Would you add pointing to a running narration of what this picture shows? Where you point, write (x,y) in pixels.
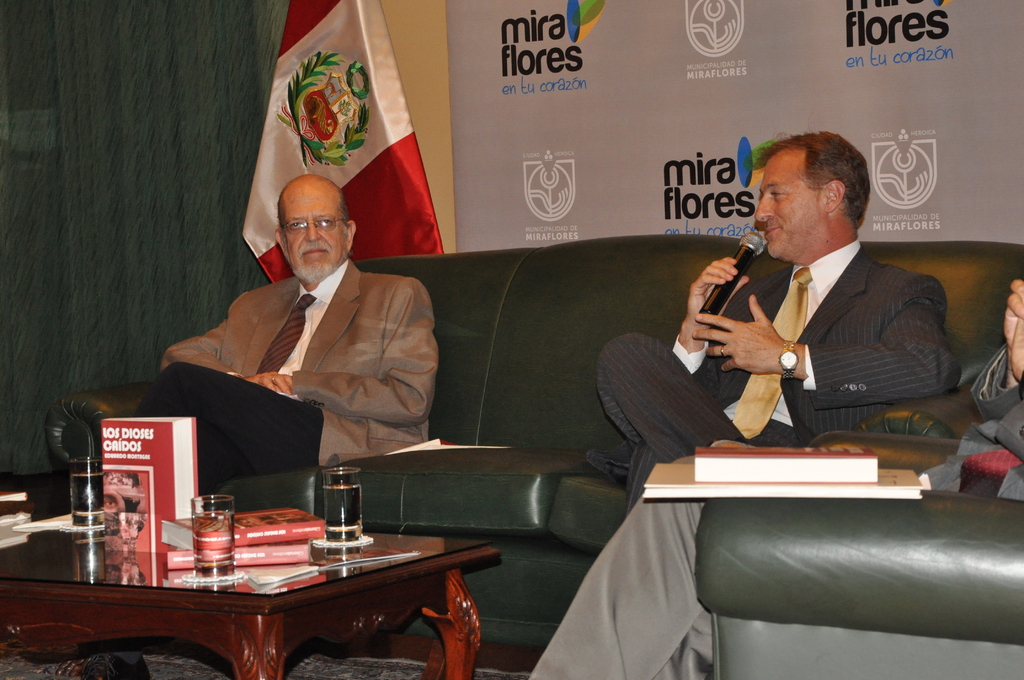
In this image i can see two men (401,329) are sitting on a couch (486,404) in front of a table (327,556). The person (799,309) on the right side (766,352) is holding a microphone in his hand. On the table (79,545) we have few glasses (206,526) and other objects (157,531) on it.
